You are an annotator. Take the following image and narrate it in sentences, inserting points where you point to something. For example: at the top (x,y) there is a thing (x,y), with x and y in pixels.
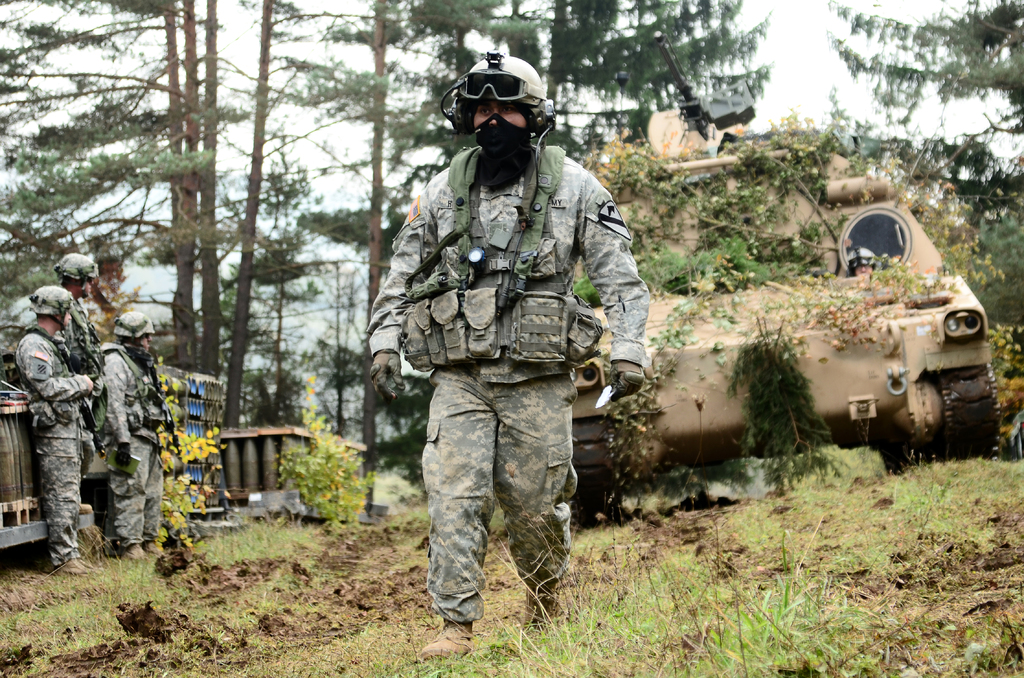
In the image in the center (417,240) we can see one person (476,319) walking and wearing a helmet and holding some object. On the left side of the image (127,510) we can see three persons (95,389) were standing and wearing helmet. In the background (415,105) we can see the sky (311,4), clouds (219,14), trees (993,50), plants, grass (856,540), vehicle (730,452), shells (251,467) and few other objects (21,438).
